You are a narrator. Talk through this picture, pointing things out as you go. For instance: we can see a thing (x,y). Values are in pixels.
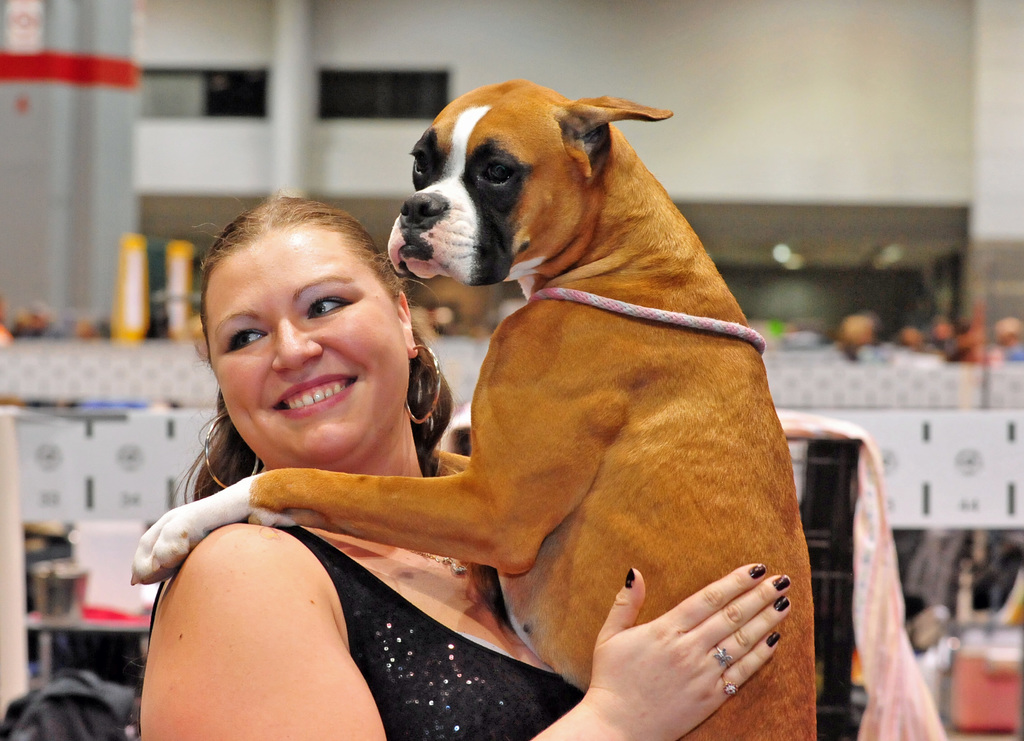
In the middle of the image (669,247) a woman (278,689) is holding a dog (720,351) and she is smiling. Right side of the image (1018,356) some group of people (1013,316) are sitting. At the top of the image (424,112) there is a wall (377,189).
